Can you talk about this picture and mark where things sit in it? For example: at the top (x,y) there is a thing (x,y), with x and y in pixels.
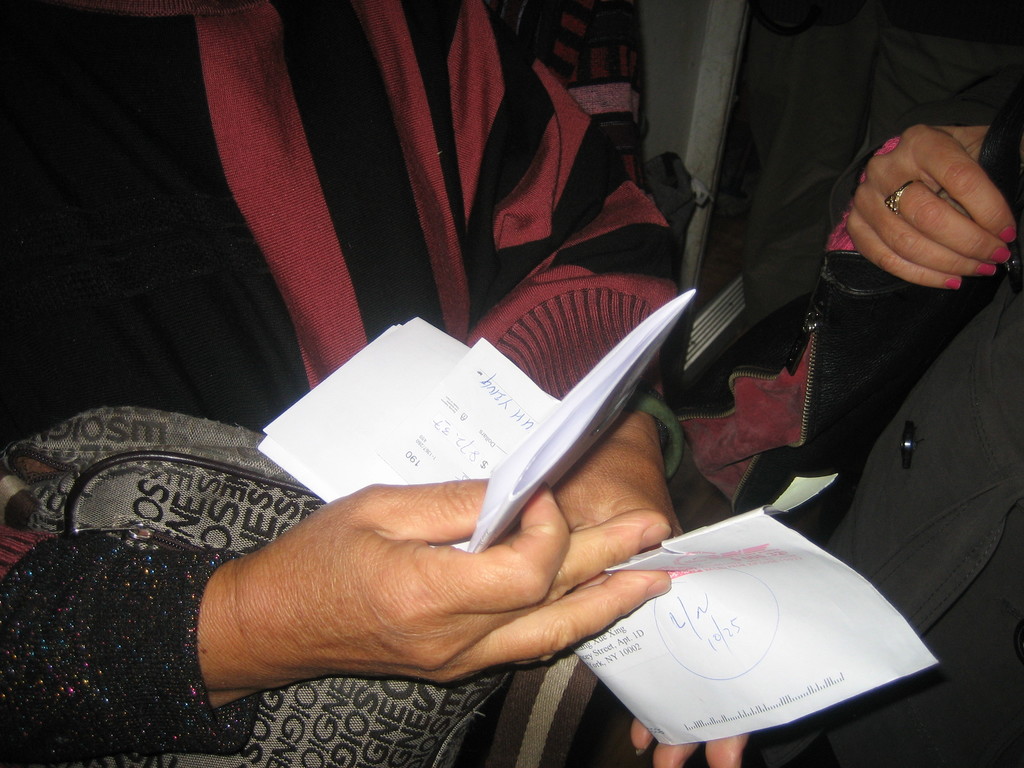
In the picture we can see hands (373,563) of some persons (549,511) who are holding papers (545,433) in their hands (632,582).
